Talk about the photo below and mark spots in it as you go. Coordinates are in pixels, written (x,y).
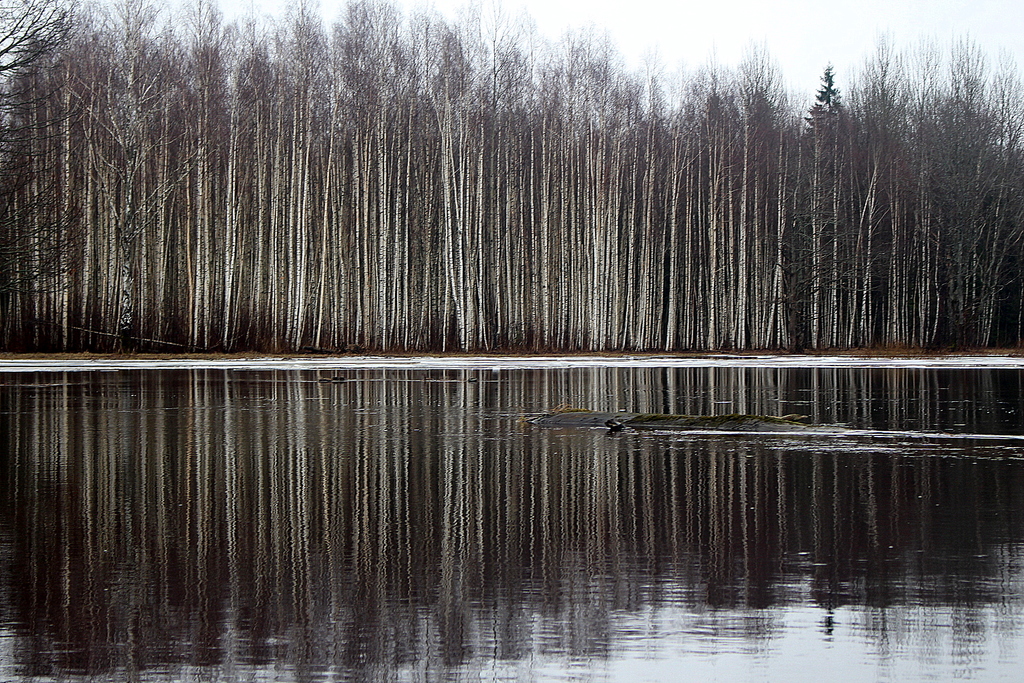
In the image we can see there is a log (735,424) in the water (550,438) and behind there are lot of trees (443,217).
